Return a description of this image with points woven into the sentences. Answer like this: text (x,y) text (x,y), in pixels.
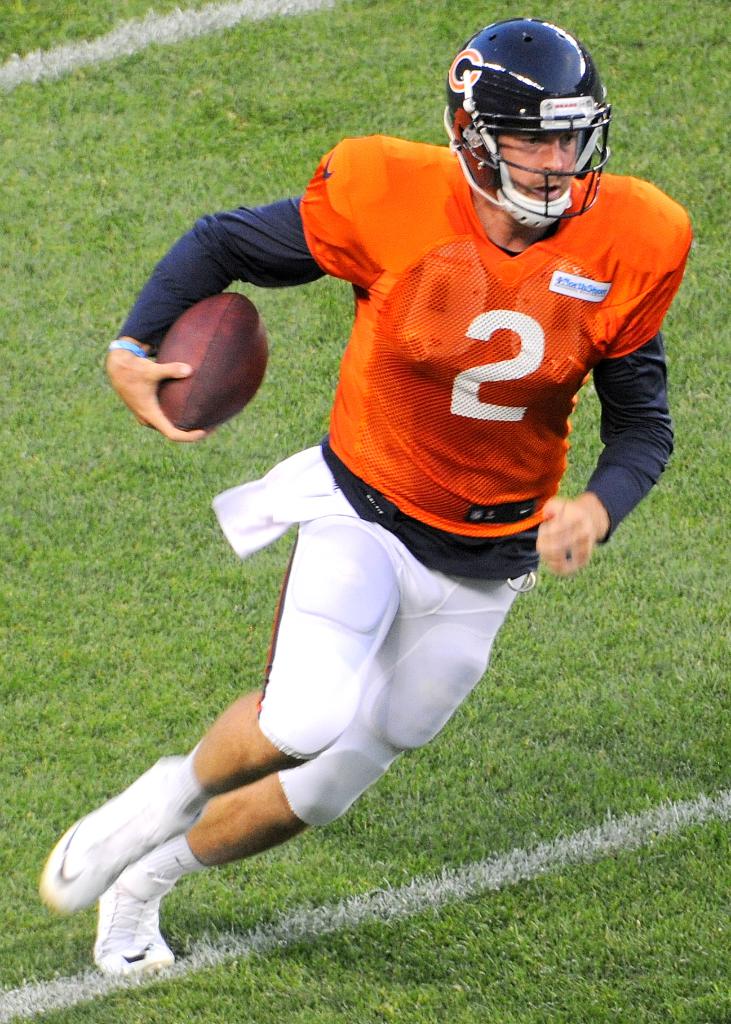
In this image we can see a man (441,730) running on the ground (190,511) and holding a ball (236,358) in his hand (205,435).
